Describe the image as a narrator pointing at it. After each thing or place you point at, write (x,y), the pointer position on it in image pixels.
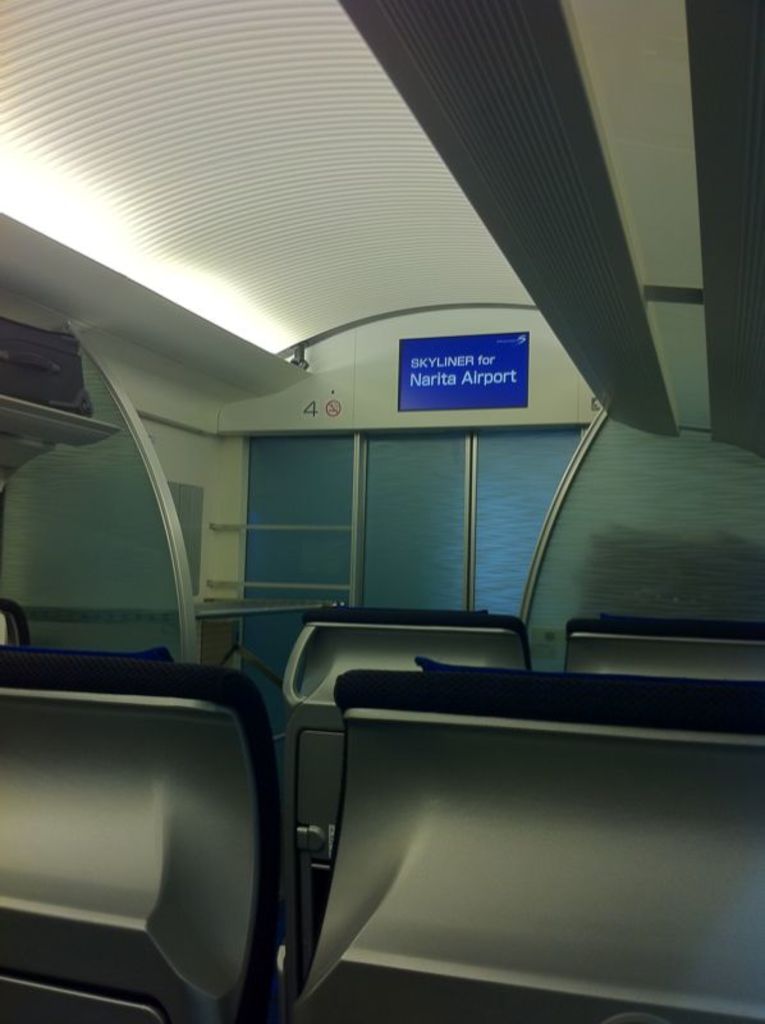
This picture is an inside view of a train (534,532). In this picture we can see chairs (394,689), wall (350,389), glass (336,477), shelf (73,441), bag (64,363), board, roof (358,215), light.
